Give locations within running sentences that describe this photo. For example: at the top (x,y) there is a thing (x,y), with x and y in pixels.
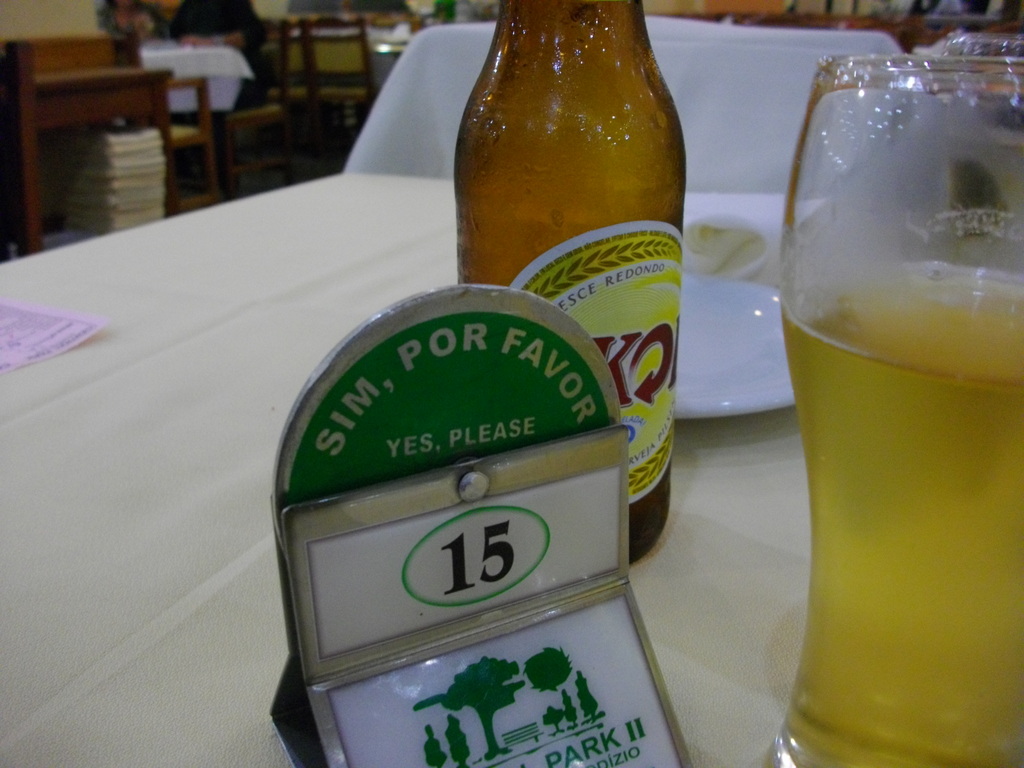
In this picture this is a table (178,465) on top of the table (128,433) there are paper (36,339), board (457,610), glass (889,379) and bottle (543,264). Behind the table (342,213) there is a chair (423,96) in white color and there is a wooden table (66,91) under the table (85,102) there are some books (116,185).
